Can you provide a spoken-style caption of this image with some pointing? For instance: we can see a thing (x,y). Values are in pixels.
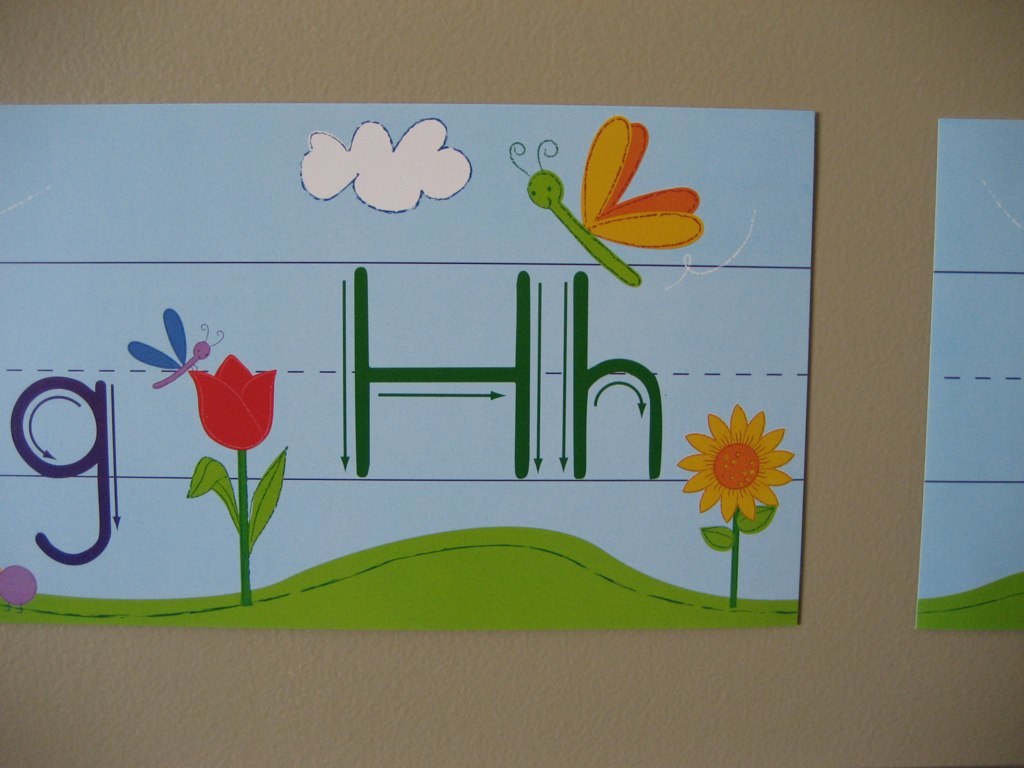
In this image, these look like the boards (236,344) with the colorful painting (405,387) and letters (99,437) on it. I think these boards (805,358) are attached to the wall (912,199).
